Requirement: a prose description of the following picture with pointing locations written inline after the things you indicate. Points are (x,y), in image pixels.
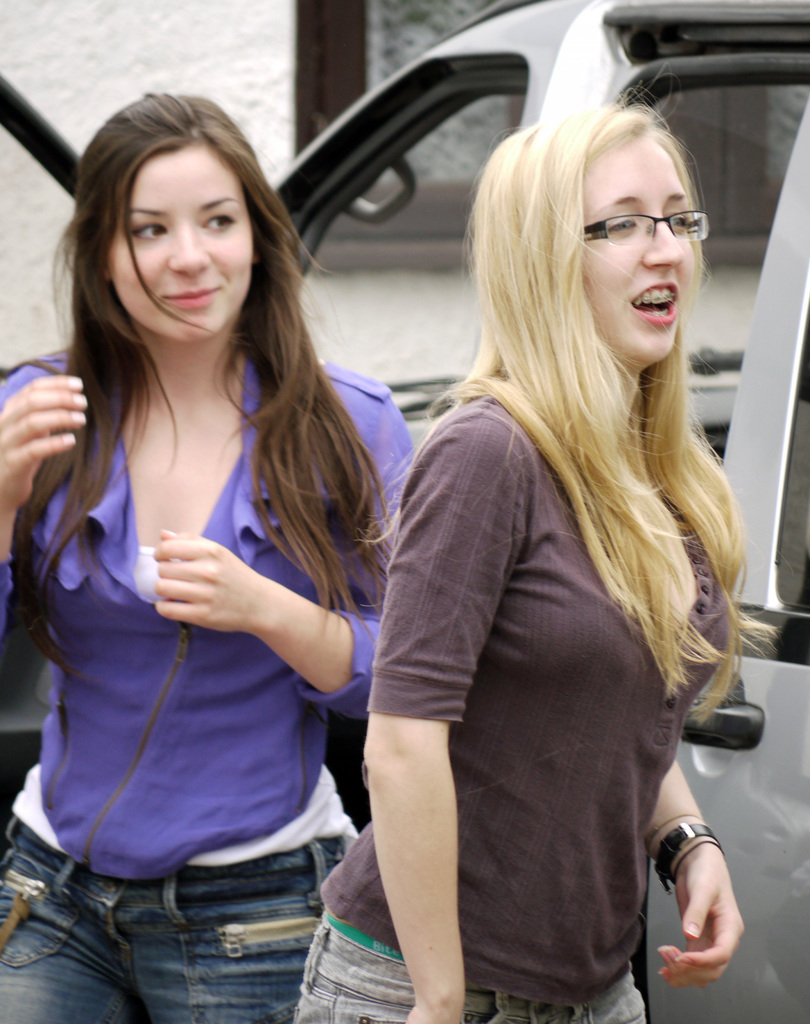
In this image we can see women (128,903) standing on the floor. In the background (641,72) we can see car (625,70), wall (191,50) and window (342,44).
